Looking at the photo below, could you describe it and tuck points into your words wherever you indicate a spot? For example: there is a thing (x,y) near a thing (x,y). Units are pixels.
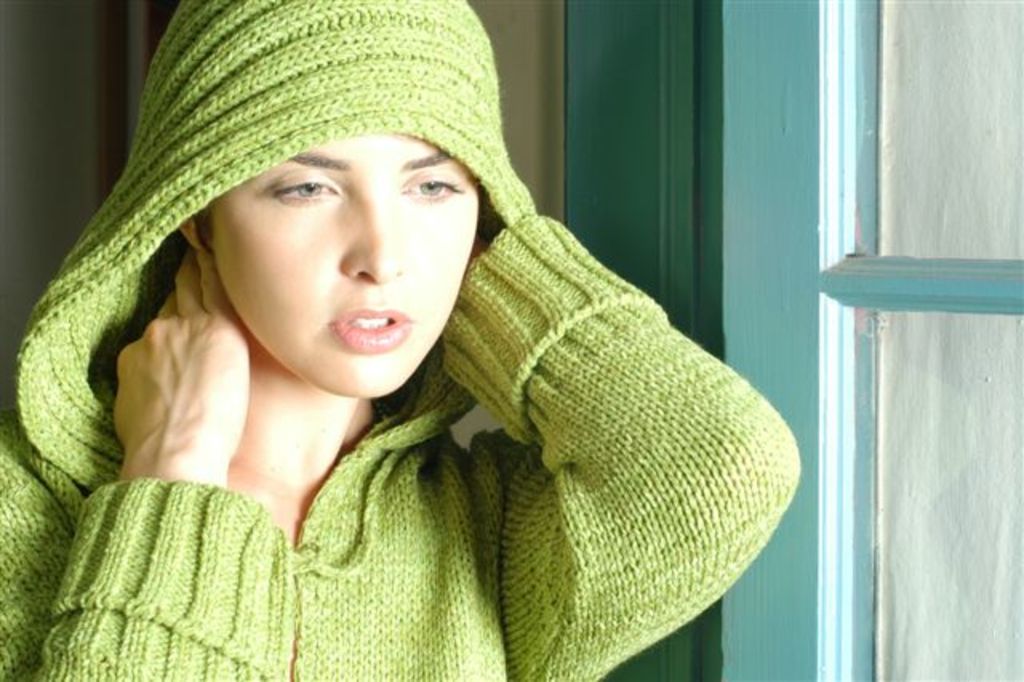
In this image I can see the person (157,675) and the person (541,662) is wearing green color dress (550,657). In the background (683,154) I can see the window (751,239) and the window (770,233) is in blue color.
